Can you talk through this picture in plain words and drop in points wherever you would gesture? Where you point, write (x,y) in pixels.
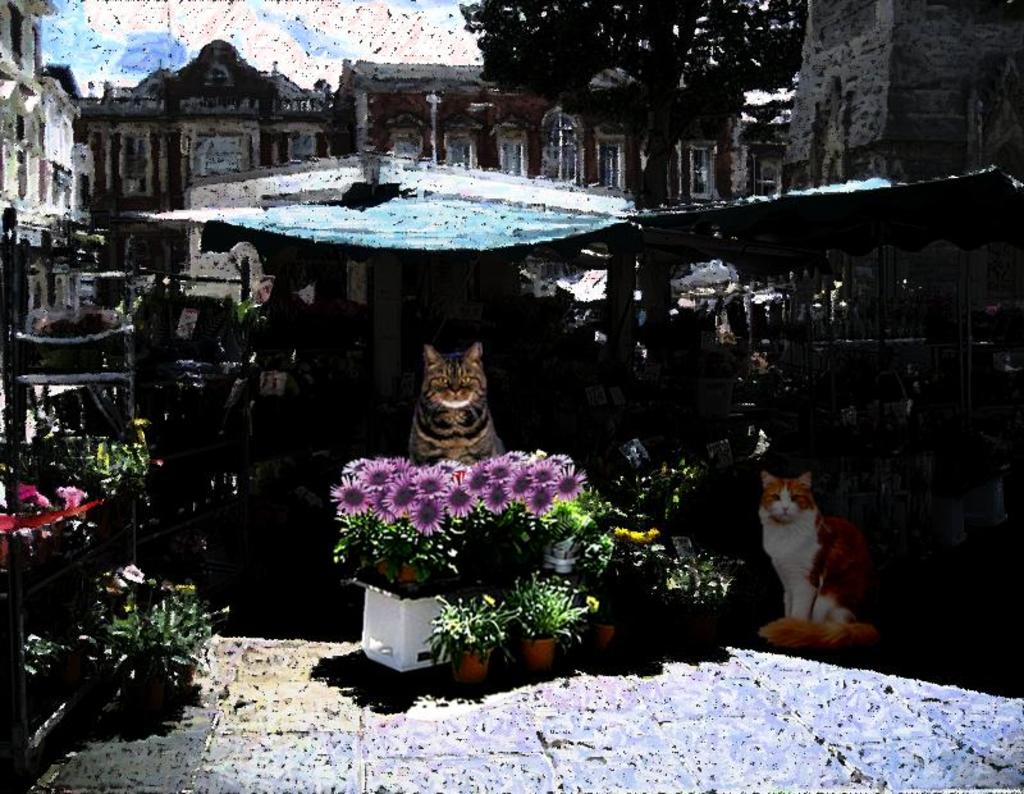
In the given image i can see a buildings (954,138), trees (646,92), plants (463,662), flowers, cats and in the background (62,15) i can see the sky (268,50).
